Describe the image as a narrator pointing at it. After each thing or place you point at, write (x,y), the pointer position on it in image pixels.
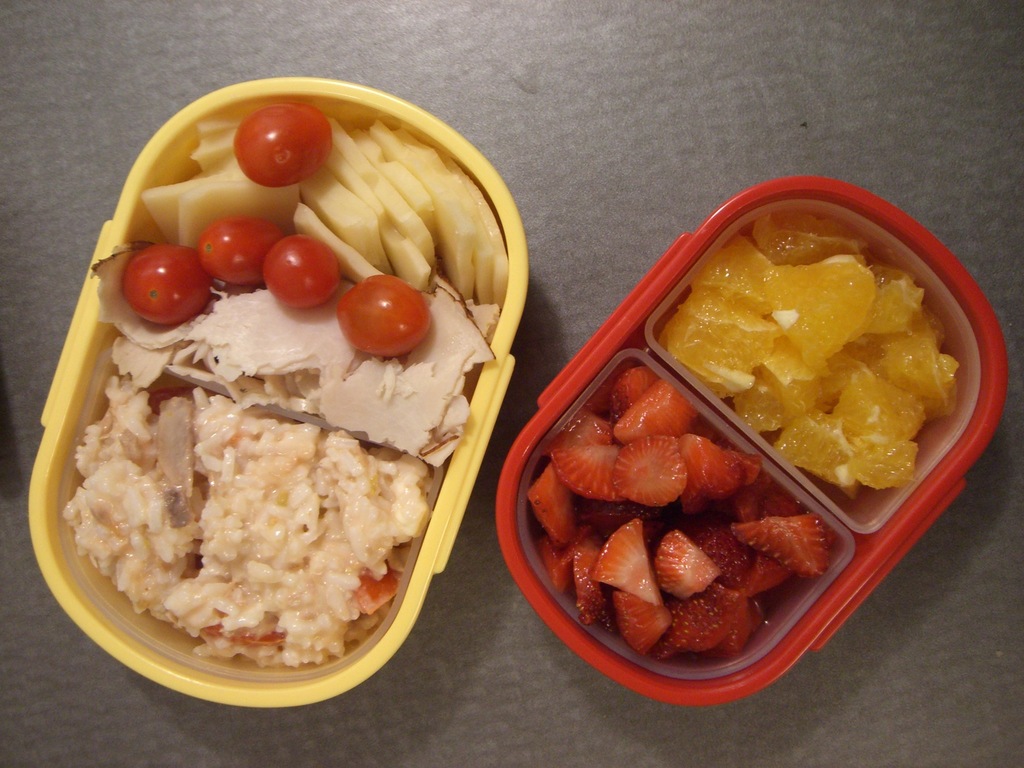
As we can see in the image there are boxes (314,416). In boxes (235,666) there are food items (278,382).
